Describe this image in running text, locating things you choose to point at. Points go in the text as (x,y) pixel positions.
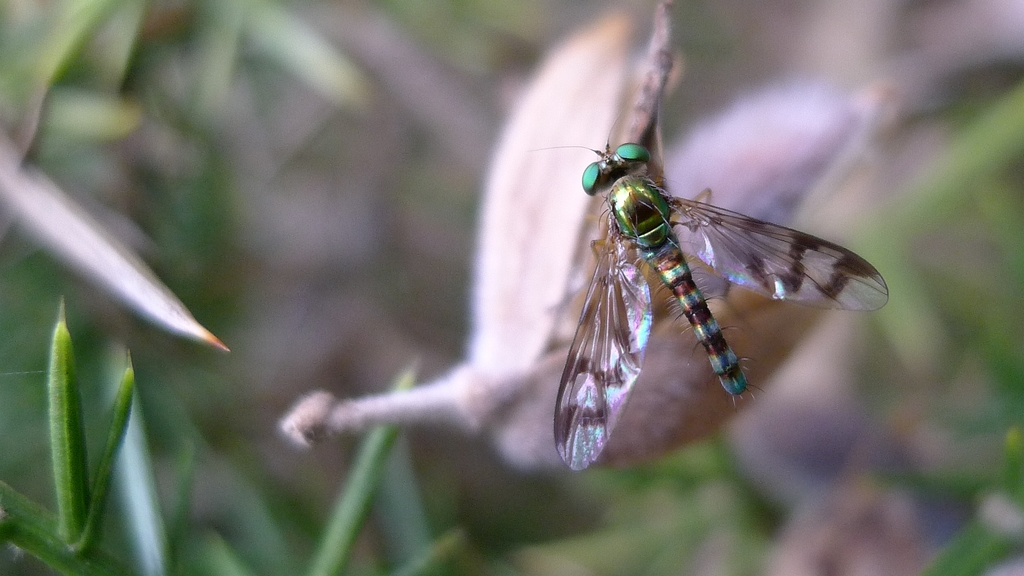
This is a zoomed in picture. On the right (705,213) there is a fly (696,296) seems to be a fly (710,326). The background of the image (953,246) is blurry and we can see the plants (411,410) in the background (725,117).
